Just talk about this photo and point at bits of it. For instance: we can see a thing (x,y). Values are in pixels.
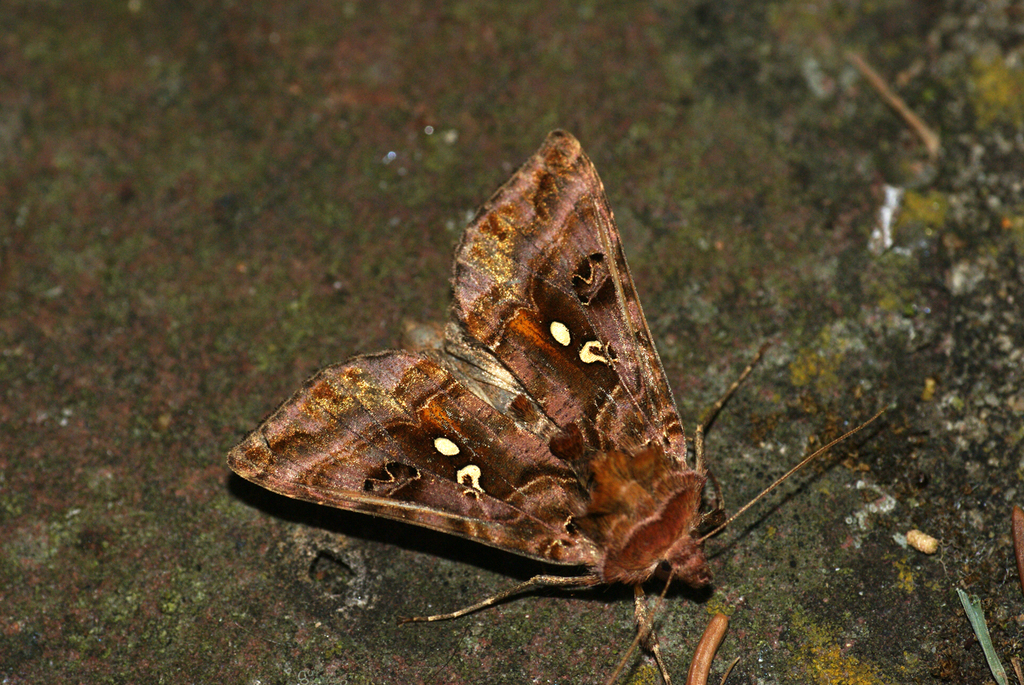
In this image, we can see a moth (537,426).
